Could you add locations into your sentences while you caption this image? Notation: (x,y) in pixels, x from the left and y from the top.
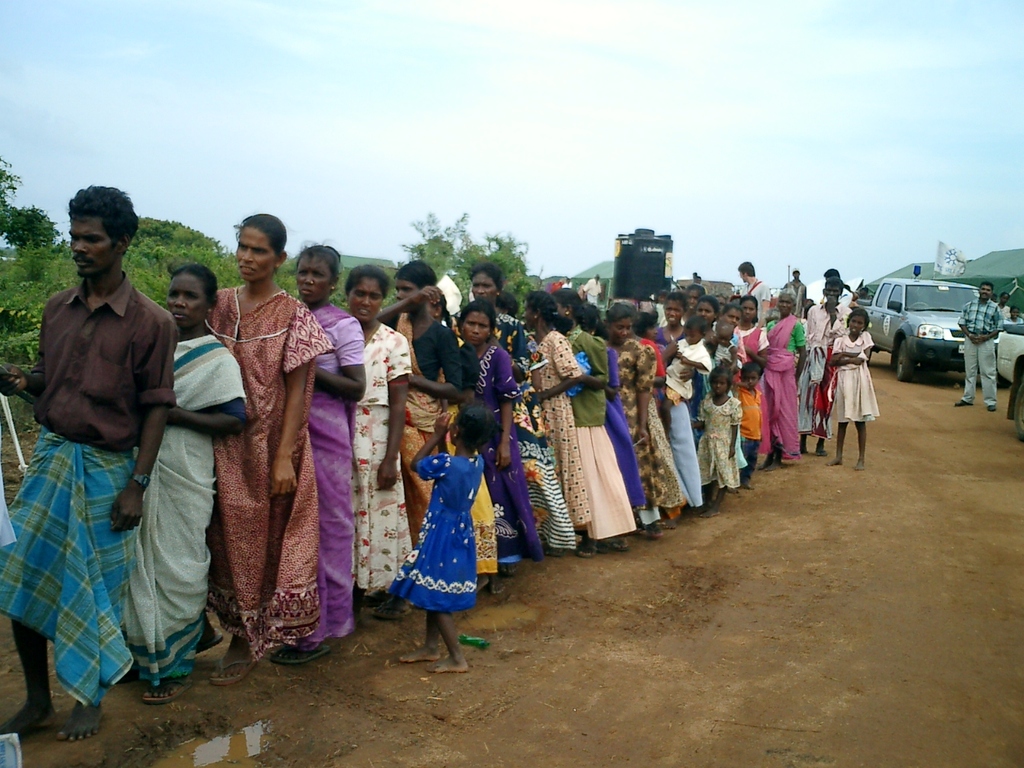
In this image I can see the ground (340,670), the water (207,746), number of persons (342,431) standing, few vehicles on the ground (933,386), a water tank (640,293) and few trees (515,268) which are green in color. In the background (1019,258) I can see few tents (1002,265) and the sky (547,125).
